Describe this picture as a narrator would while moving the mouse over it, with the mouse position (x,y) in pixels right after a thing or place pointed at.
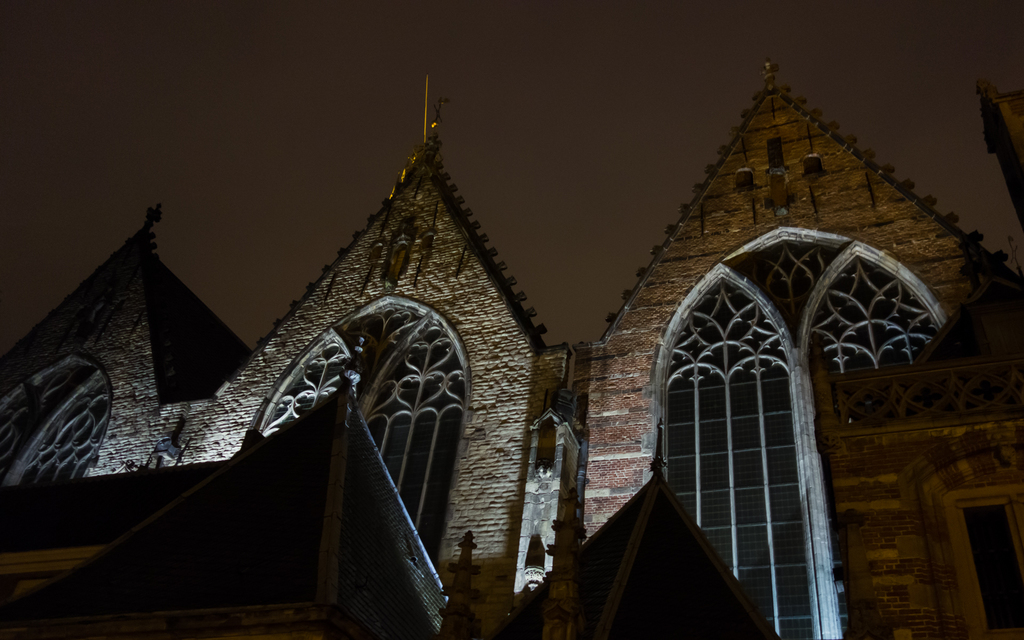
In this image there is the sky (523,84) towards the top of the image (416,73), there is a building (567,401) towards the bottom of the image (478,445), there is a wall (516,410).
